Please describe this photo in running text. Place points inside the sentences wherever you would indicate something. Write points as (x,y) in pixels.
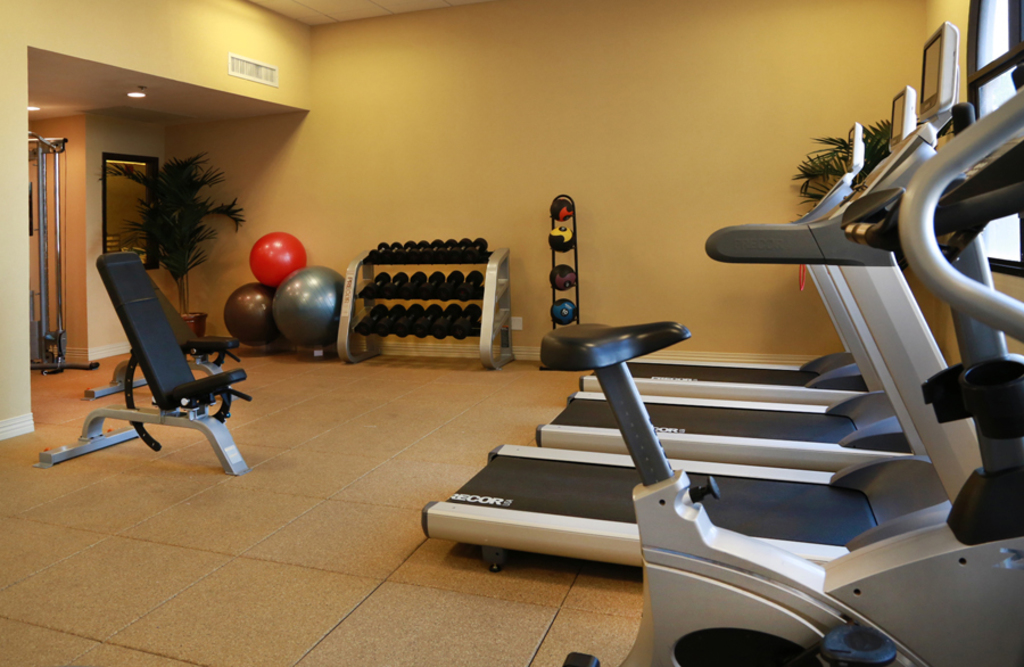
In this picture we can observe treadmills (758,414). There are some dumbbells (387,296) placed in the stand (356,283). We can observe exercise balls (276,293) and a plant (165,242) here. There are two chairs (158,336). In the background (439,168) there is yellow color wall (557,131).
